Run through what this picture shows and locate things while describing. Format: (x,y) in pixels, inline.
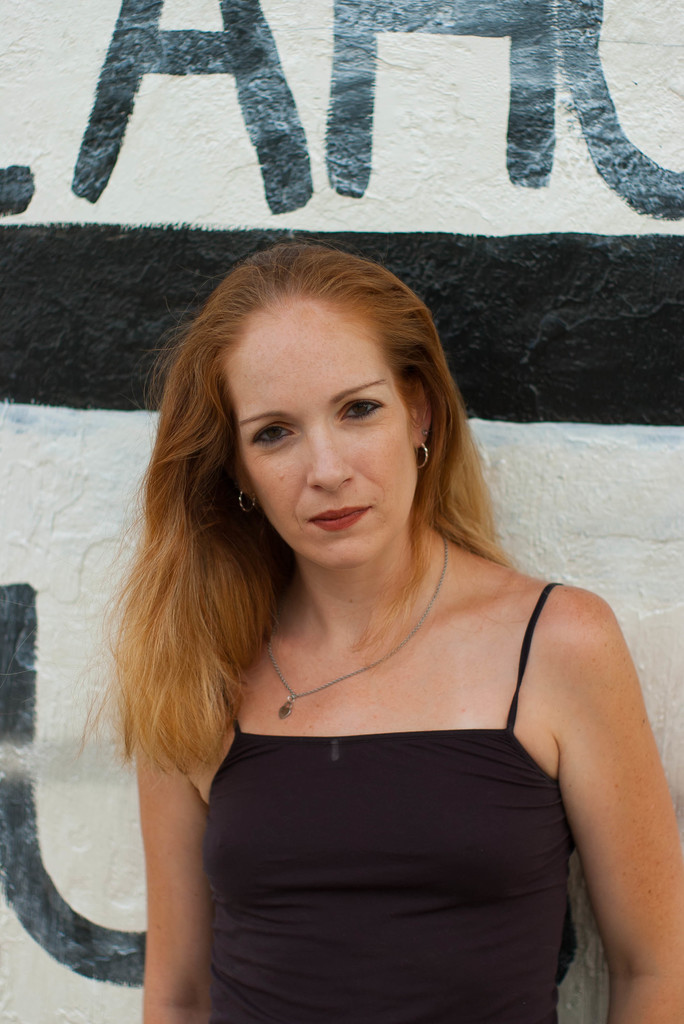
In this image we can see a woman (446,628) in the center (397,553). In the background (615,184) we can see the text (526,119) on the wall (600,239).
